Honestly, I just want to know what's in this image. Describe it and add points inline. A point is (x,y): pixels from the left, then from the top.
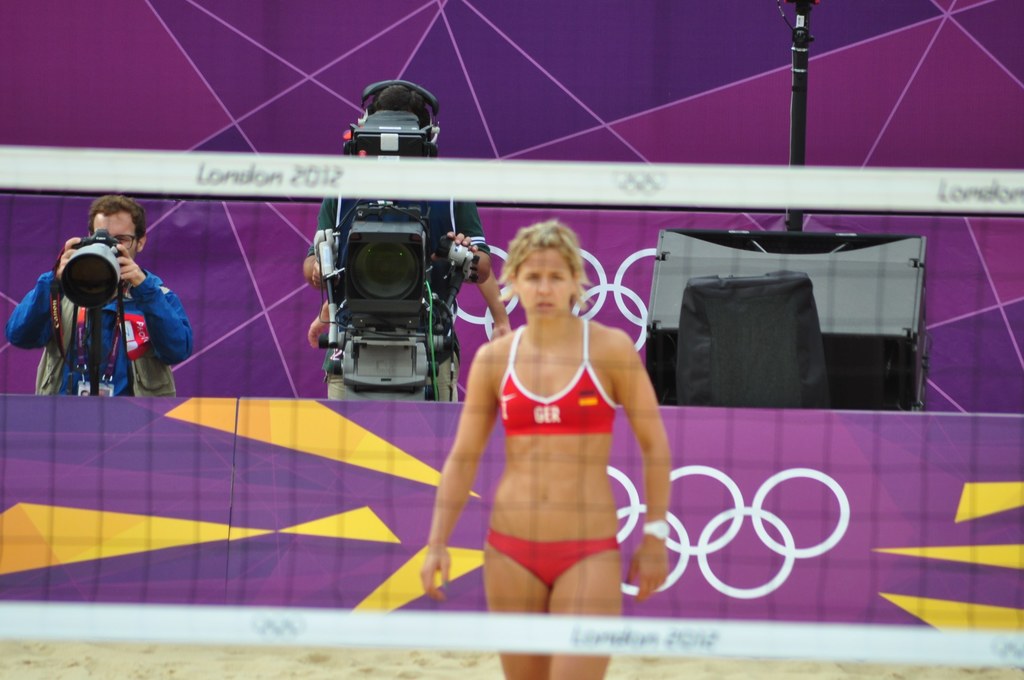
In this image I can see three people (595,322) are standing and two of them are holding cameras (385,142).
